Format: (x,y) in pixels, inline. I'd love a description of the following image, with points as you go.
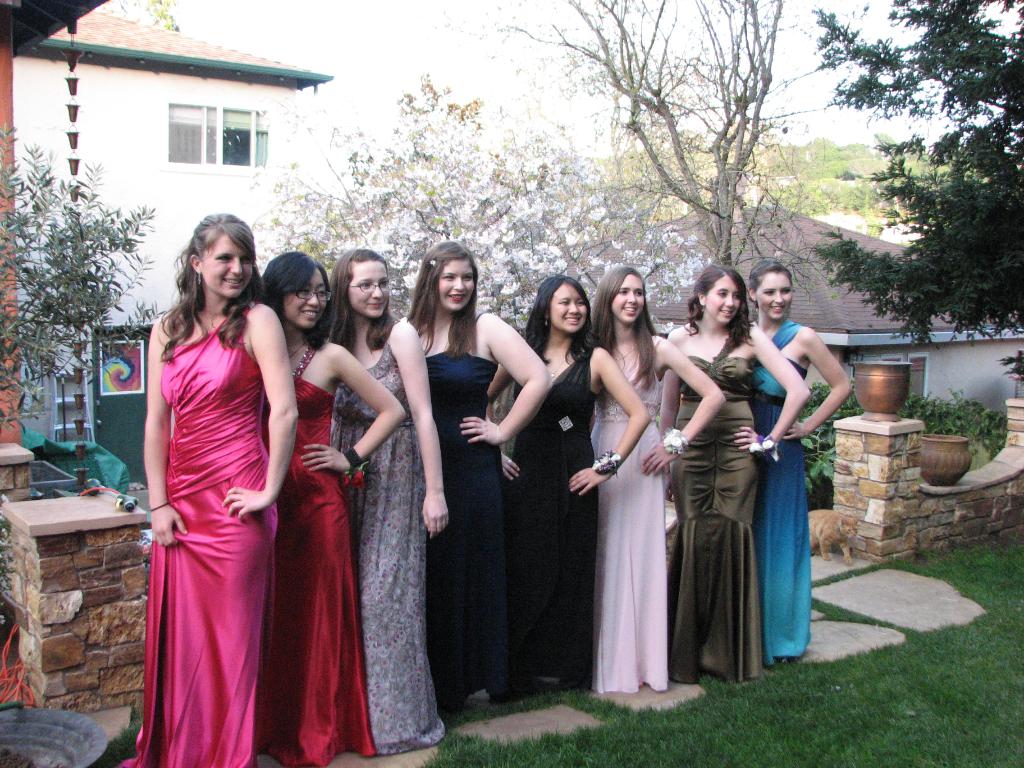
This image is taken outdoors. At the bottom of the image (665,731) there is a ground (827,714) with grass (876,690) on it. At the top of the image (442,33) there is the sky (460,33). In the background (433,241) there are a few trees (576,191) and plants (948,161). There are two houses (217,188) with walls (218,203), windows (917,372) and roofs (77,1). In the middle of the image (483,418) a few women (484,430) are standing on the ground (459,726) and they are with smiling faces (562,323). There is a cat (842,516) on the floor (840,563) and there are two pots (931,439) on the wall (1001,464).
